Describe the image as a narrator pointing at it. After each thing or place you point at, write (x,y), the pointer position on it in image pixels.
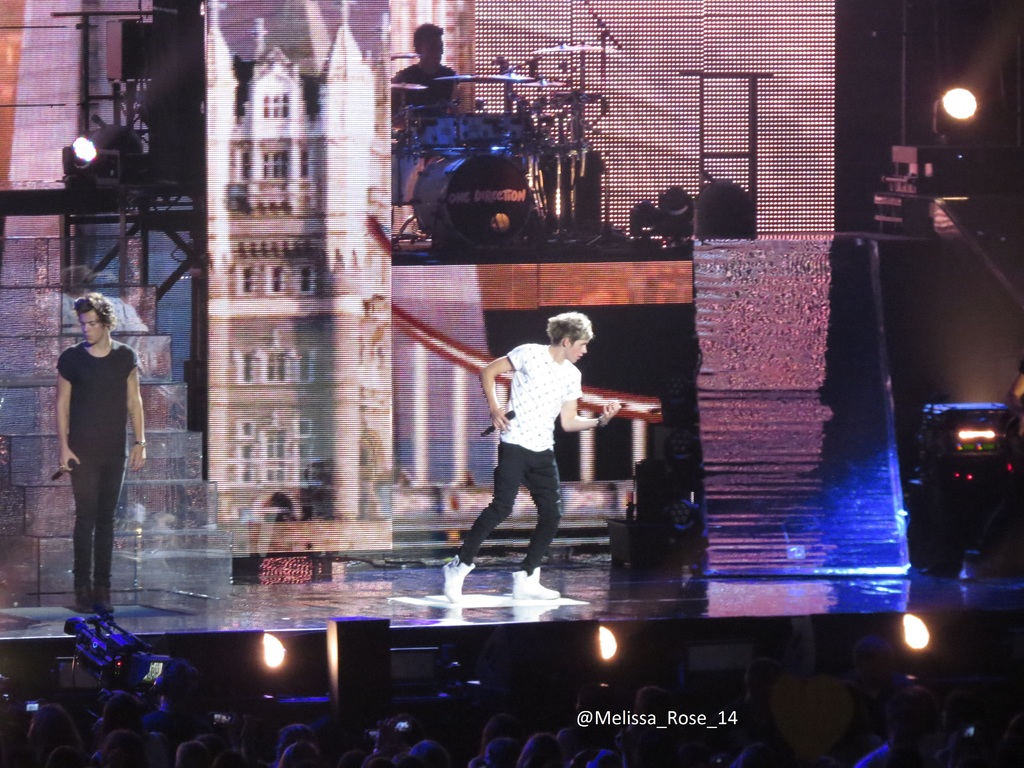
In the center of the image (545,415) we can see two persons (525,412) holding microphones (510,416) are standing on the stage (566,575). In the foreground (748,743) we can see a group of people (636,728), some lights (916,633), speaker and a camera (126,669). To the right side of the image (951,432) we can see some device (965,419) placed on stage (530,646). In the background (754,424), we can see a person (412,70), staircase (15,269), screens (384,208) and some musical instruments (575,203) placed on the surface (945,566).
